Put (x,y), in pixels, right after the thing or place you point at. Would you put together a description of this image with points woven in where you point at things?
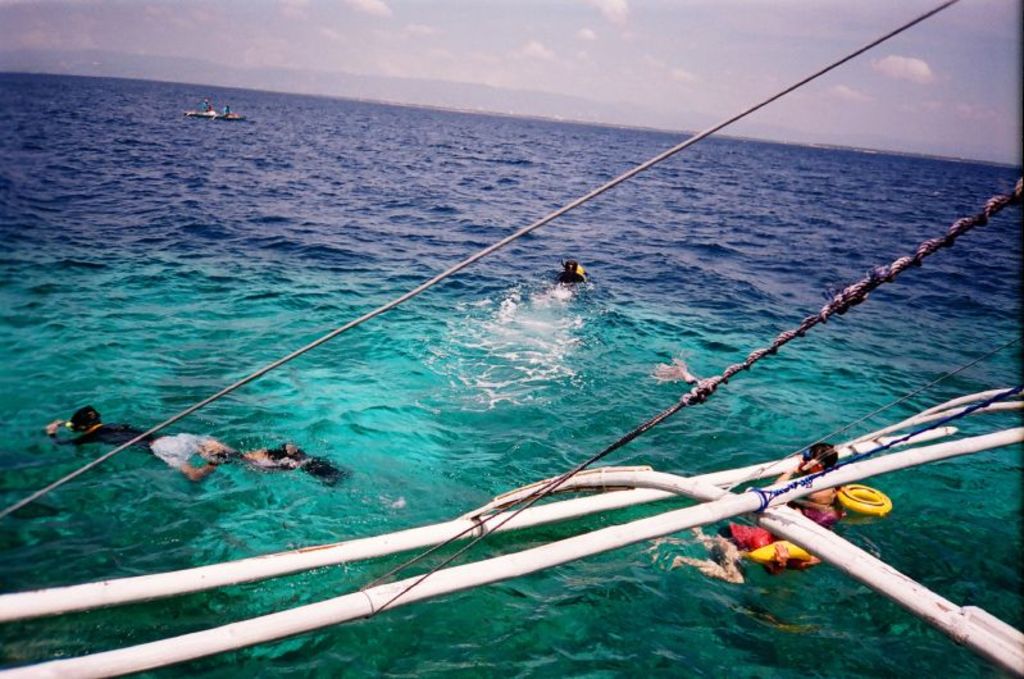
In the picture there are three people (819,508) swimming in the sea (366,336) and there are two ropes (451,558) tied to the rods (854,559) in the front (757,480) and there is a boat (212,114) sailing on the water (153,109) in a distance.
